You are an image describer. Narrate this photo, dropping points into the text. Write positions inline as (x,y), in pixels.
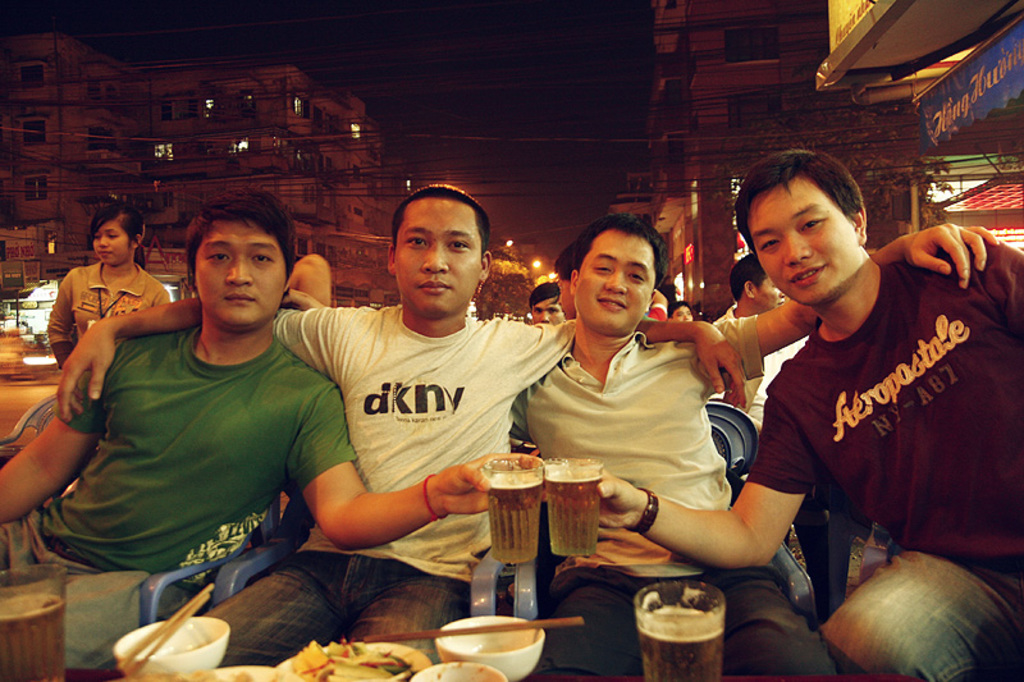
This picture shows four people (992,451) seated on the chairs (184,574) and we see a woman (80,298) Standing on their back and we see few buildings (210,168) and we see glasses (518,498) in their hand (454,509) and few bowls (185,663) on the table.
